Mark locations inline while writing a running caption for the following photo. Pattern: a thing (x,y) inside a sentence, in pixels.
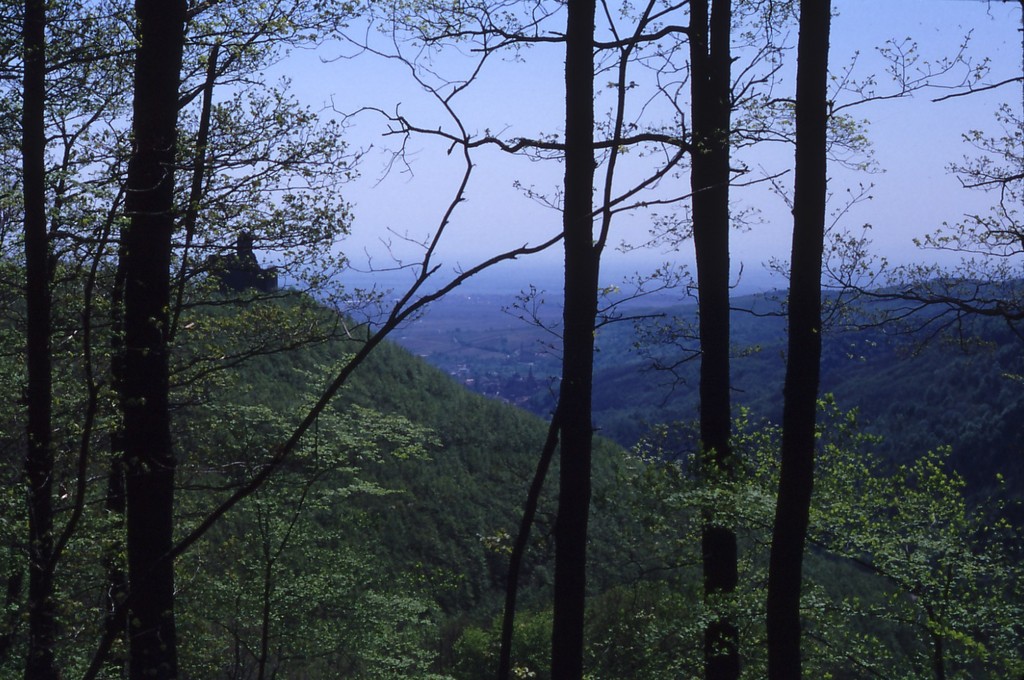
In this image I can see the hill (622,340) and there are some trees (66,154) and the sky (507,135) visible in the middle (419,229).
